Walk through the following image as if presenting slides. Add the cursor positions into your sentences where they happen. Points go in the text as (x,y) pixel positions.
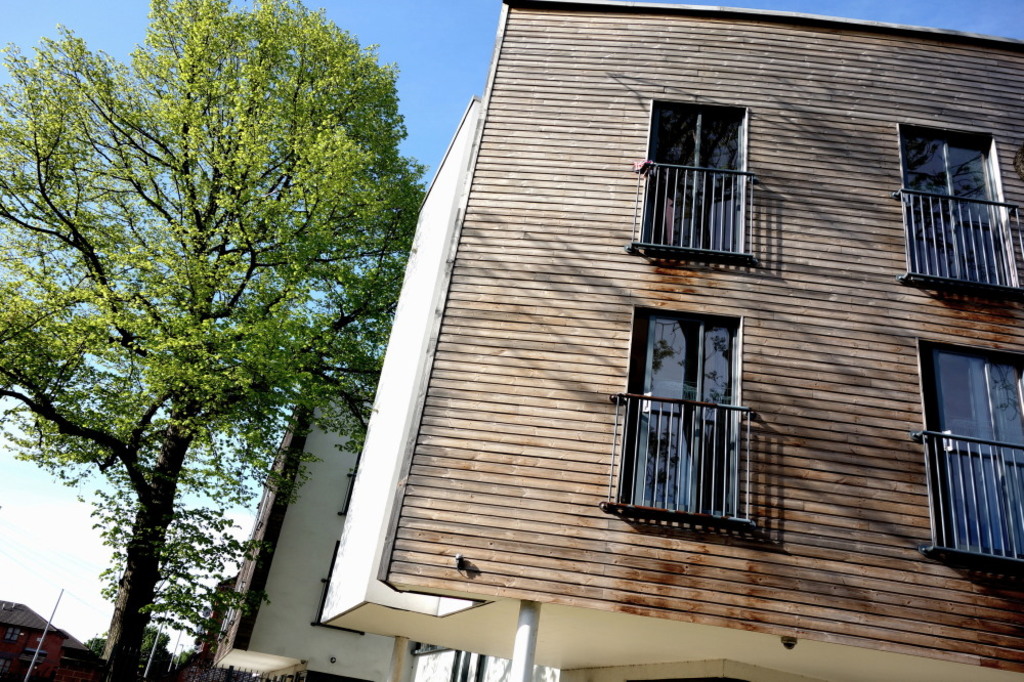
On the left side of the image (175,626) we can see the trees (135,592), poles (162,629). In this picture we can see the buildings (544,501), windows (660,195), balconies (681,421), pillar (527,638), roof (572,647), lights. At the top of the image (105,18) we can see the sky (60,497).
